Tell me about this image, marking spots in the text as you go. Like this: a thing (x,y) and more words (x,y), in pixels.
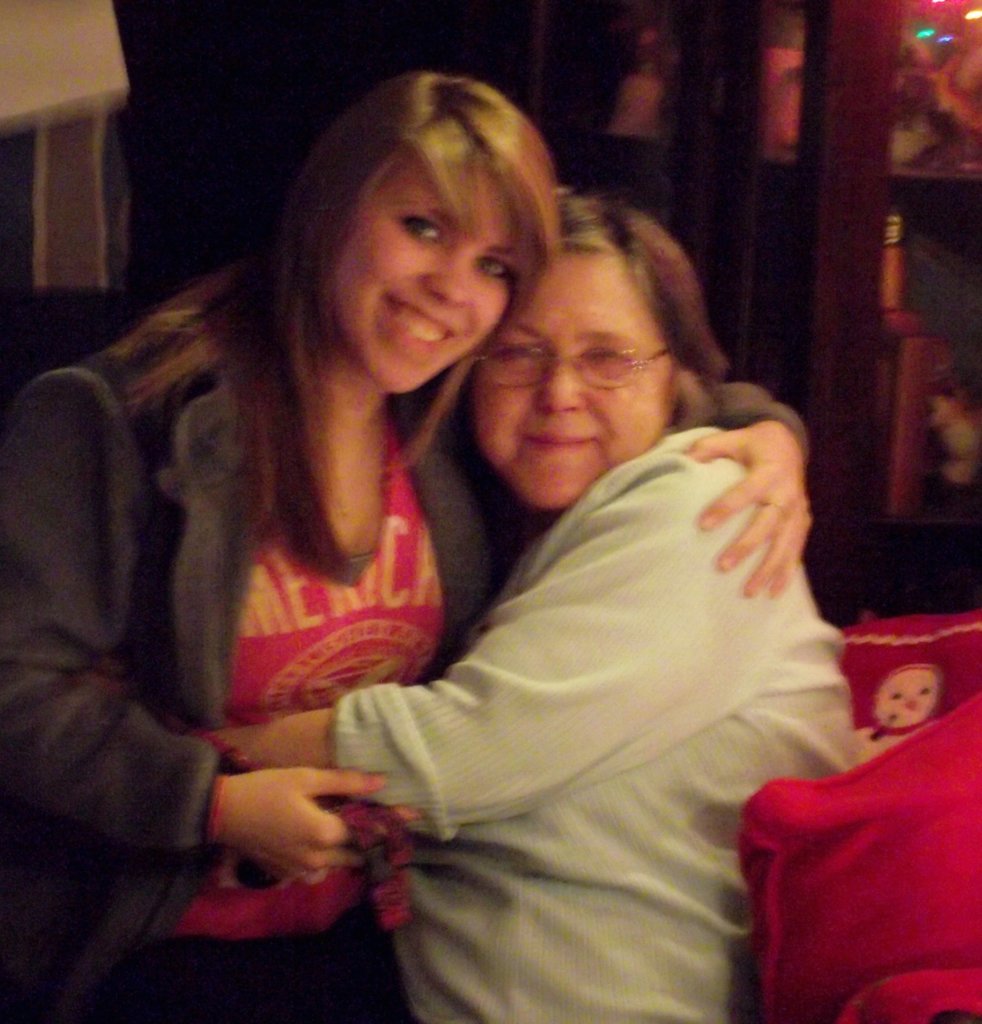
In this image we can see two persons (265,592). Behind the persons (345,223) we can see the wall (509,65). On the right side (859,252), we can see few objects (865,788).
